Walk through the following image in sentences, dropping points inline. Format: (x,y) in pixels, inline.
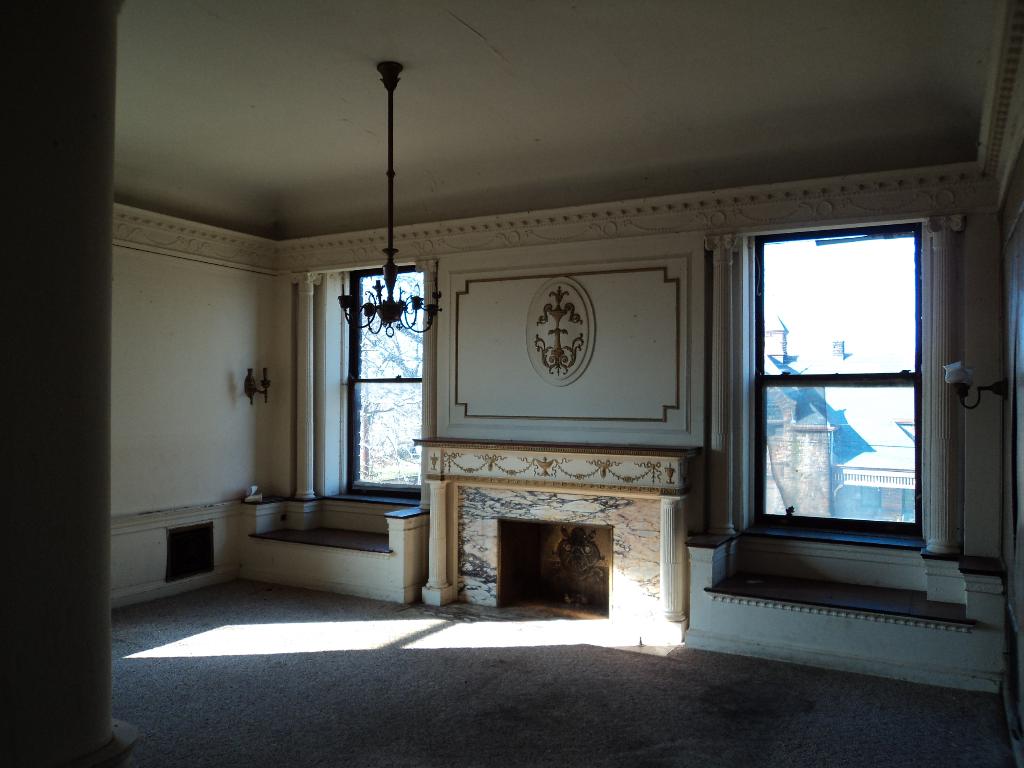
This image is inside a room (479,40) where we can see the fireplace (629,559), wall design (375,257), lamp (949,372), chandelier (387,253) and glass windows (394,446) through which we can see the buildings (864,497) and trees (384,416) here.
